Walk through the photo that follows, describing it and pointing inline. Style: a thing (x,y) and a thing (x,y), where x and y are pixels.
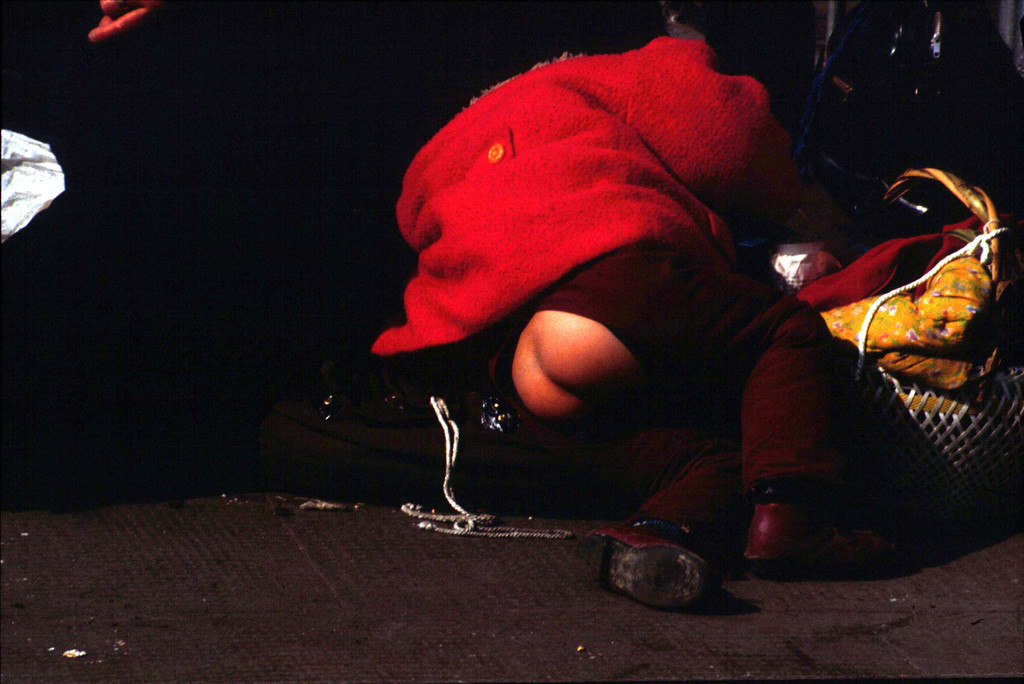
In this image in the center (587,328) there is one person (499,136) and in the background (896,209) there are some objects (851,105), at the bottom (496,575) there is a walkway (412,568).
